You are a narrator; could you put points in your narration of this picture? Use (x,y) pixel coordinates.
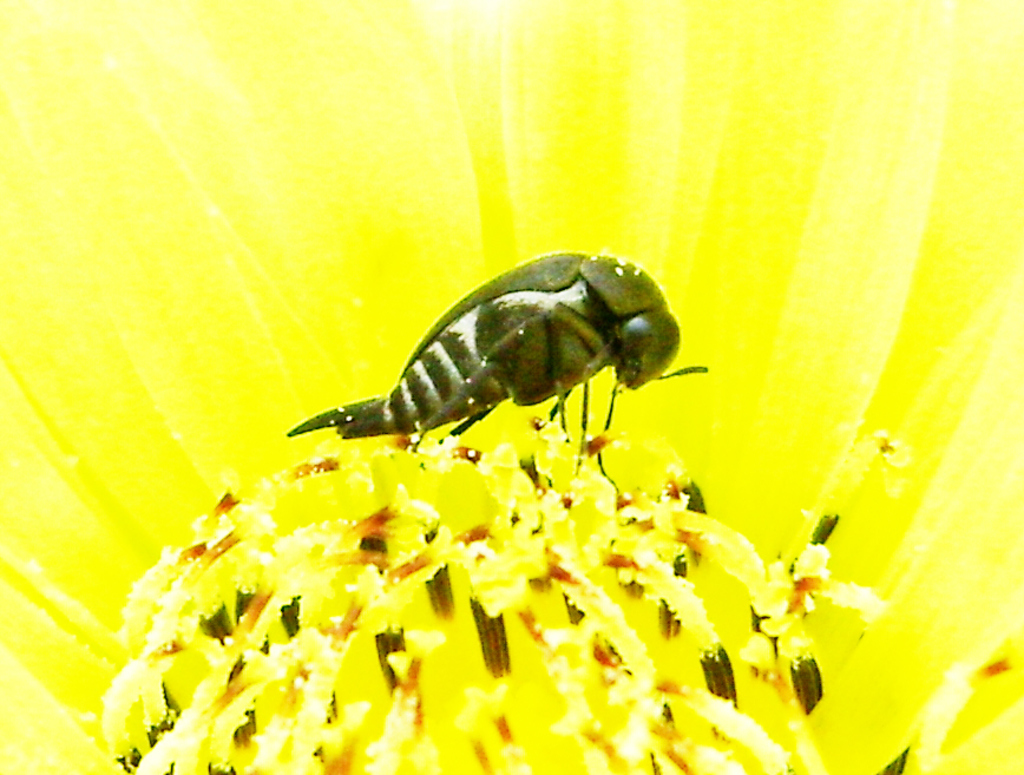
In this image we can see an insect (451,342) on the flower (592,544).
